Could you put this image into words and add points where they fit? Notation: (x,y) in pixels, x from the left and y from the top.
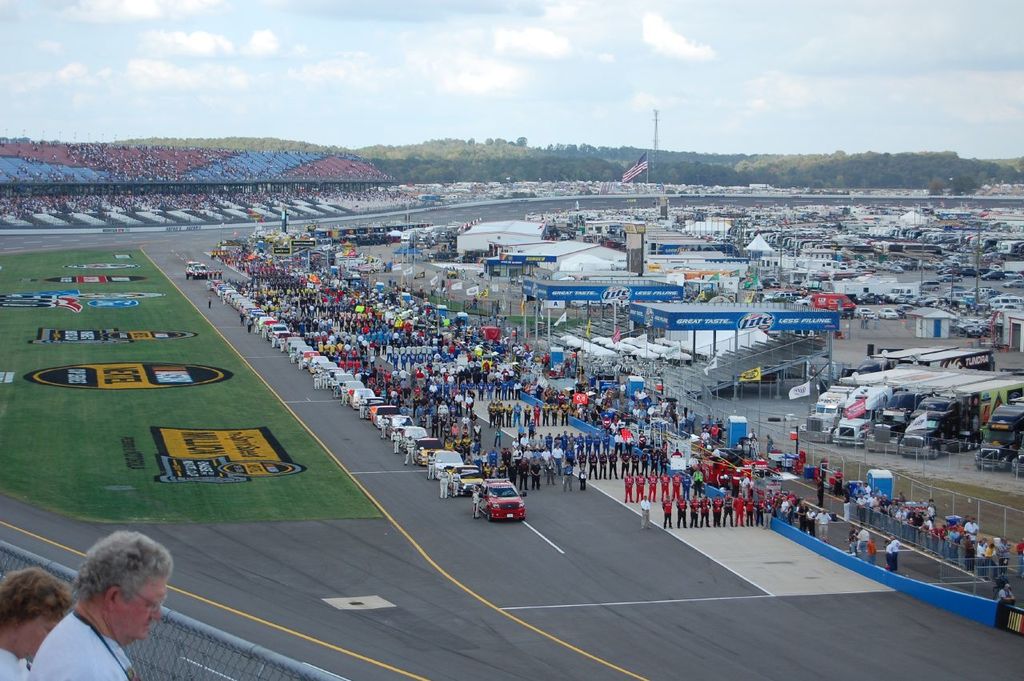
In this image I can see the road (476,590). On the road (423,570) there are many vehicles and many people (457,475) standing and wearing the different color dresses (497,416). To the right (750,471) I can see many sheds (627,338), boards (641,314), vehicles (799,293) and the railing (897,530). To the left (60,675) I can see two people (81,672) with white color dresses (62,652) and these people (48,647) are in-front of the railing (162,627). In the background (11,210) I can see few more people (237,194), flag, many trees (505,181), clouds (491,97) and the sky (377,71).
